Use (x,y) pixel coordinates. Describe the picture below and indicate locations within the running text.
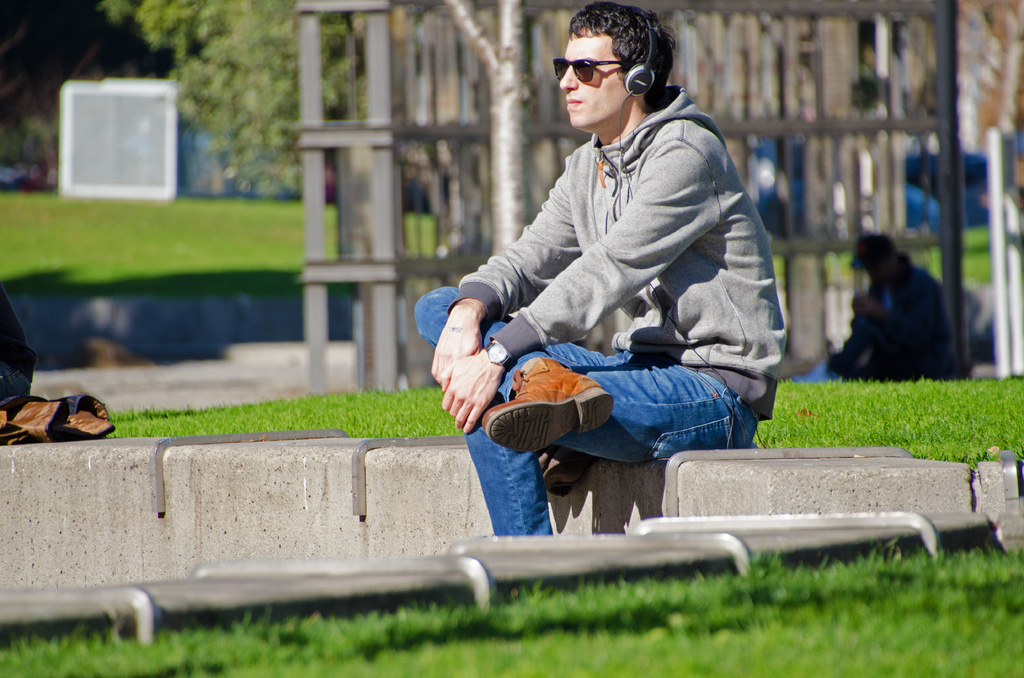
It is a park (230,371) there is a person (596,389) sitting in front of the grass (426,411) and listening through the headphones (621,104), behind him there are some materials (324,4) and trees (243,40).
